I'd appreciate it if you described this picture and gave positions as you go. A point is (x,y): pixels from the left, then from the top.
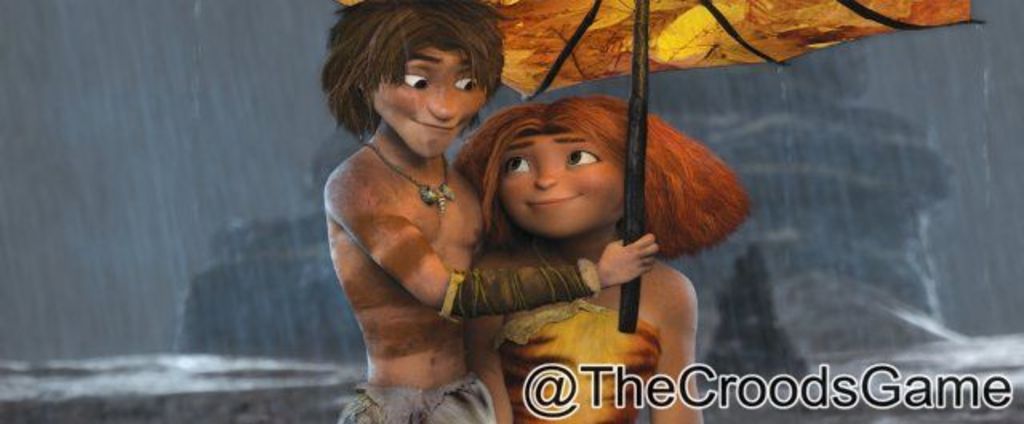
It is an animated picture. Here we can see two people (594,315). In the middle (501,272), a person (417,247) is holding an umbrella (629,161). Background (679,89) we can see rainy. Right side (696,404) bottom, we can see a watermark (598,388) in the image.
